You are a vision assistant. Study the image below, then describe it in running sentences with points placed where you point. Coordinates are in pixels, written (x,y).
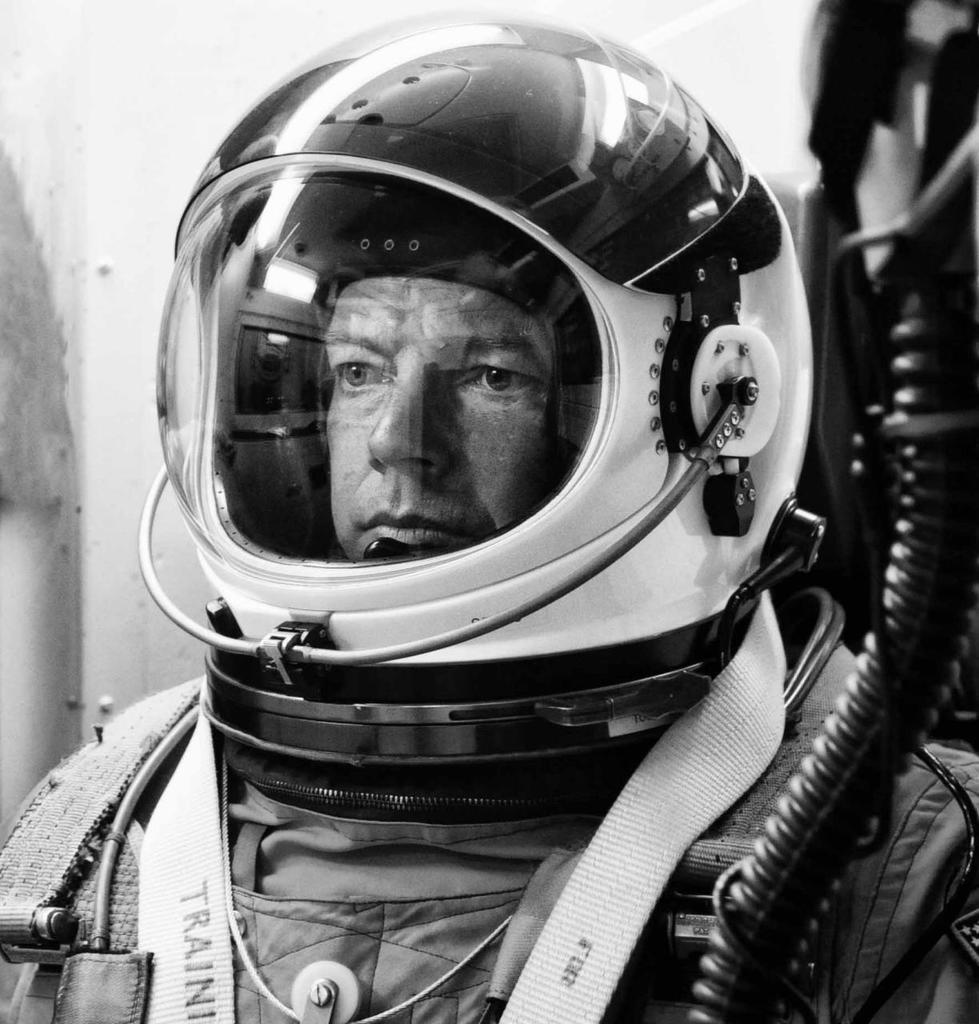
This is a black and white image where I can see a person (449,804) wearing a space suit (449,804) is standing here and the background of the image (44,550) is slightly blurred.
